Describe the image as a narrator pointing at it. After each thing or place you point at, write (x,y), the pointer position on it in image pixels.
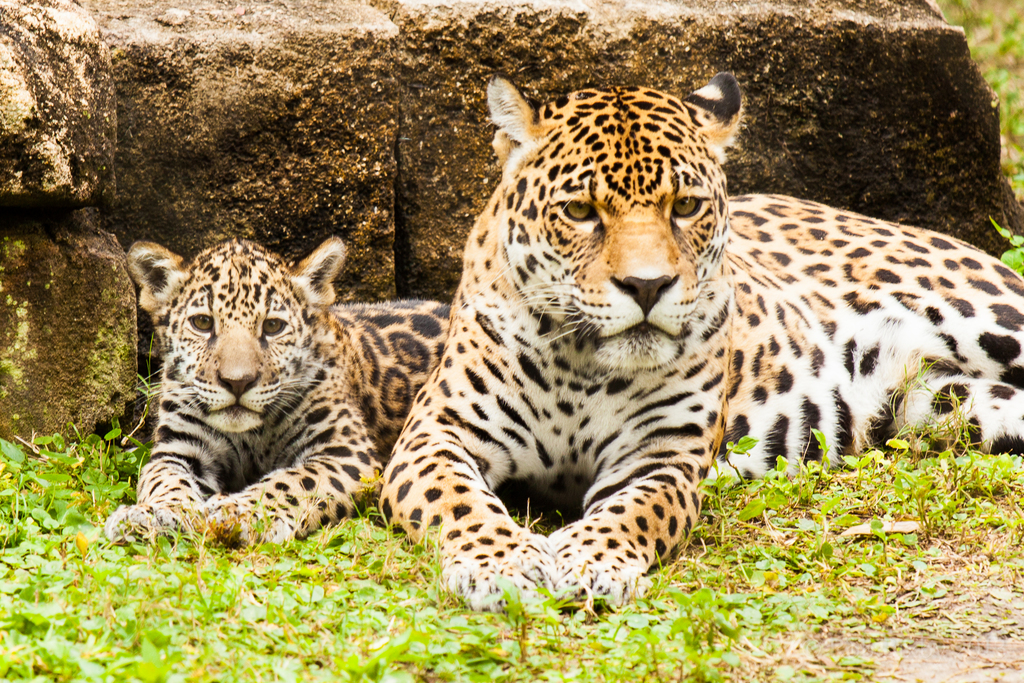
In this picture we can see animals (409,457) on the ground (703,521), here we can see the grass (703,521) and in the background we can see rocks (1008,217).
